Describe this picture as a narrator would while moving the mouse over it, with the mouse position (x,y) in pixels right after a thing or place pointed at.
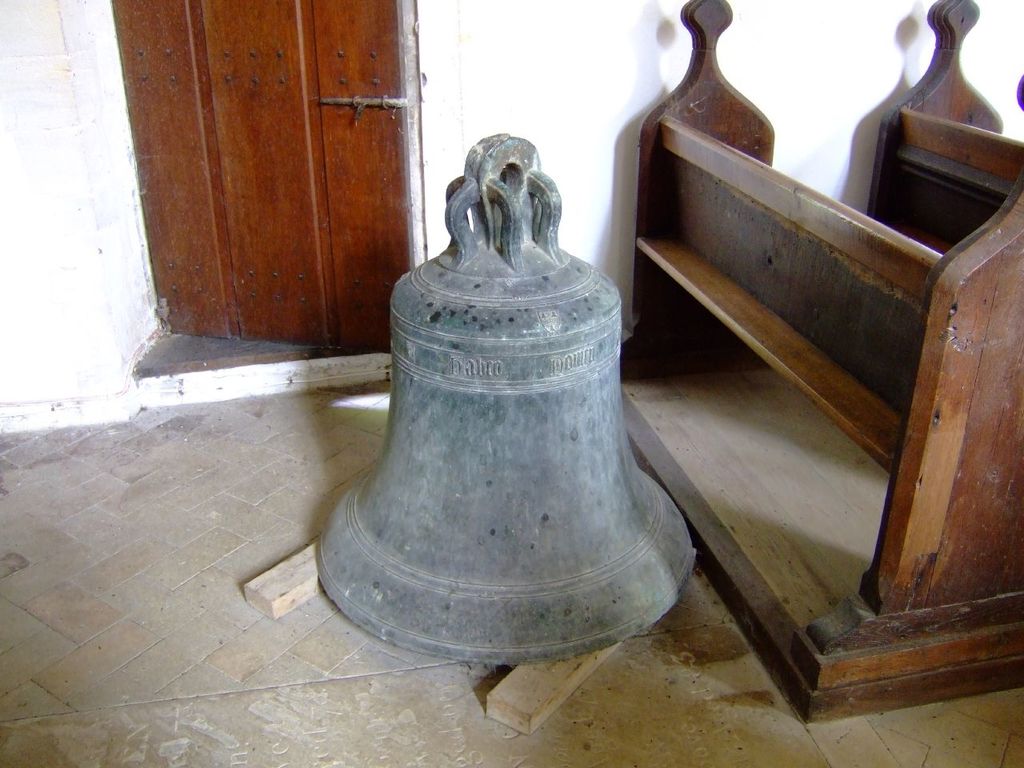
In this picture we can see a bell (445,555) and a wooden object (846,349) on the floor (366,693) and in the background (52,254) we can see a door (317,157), wall (574,34).
